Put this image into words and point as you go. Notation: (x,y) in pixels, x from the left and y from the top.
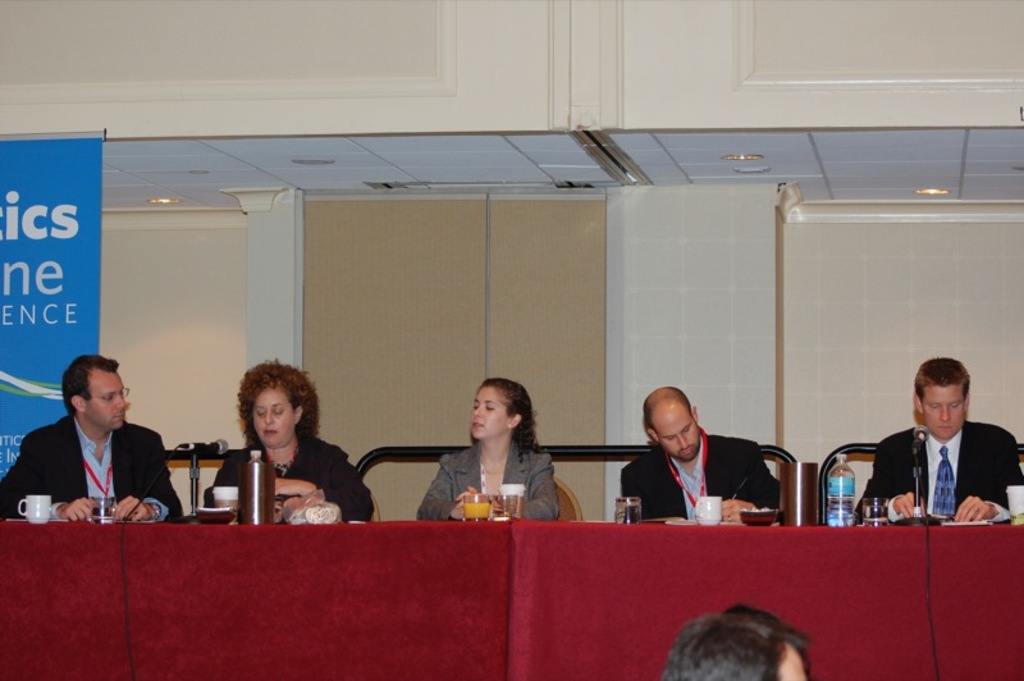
This picture describes about group of people (642,482), they are all seated on the chair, in front of them we can see cups (32,501), microphones (198,479), glasses (480,507), bottles (844,503) on the table (490,601). In the background (58,186) we can see hoarding (58,233) and couple of lights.
